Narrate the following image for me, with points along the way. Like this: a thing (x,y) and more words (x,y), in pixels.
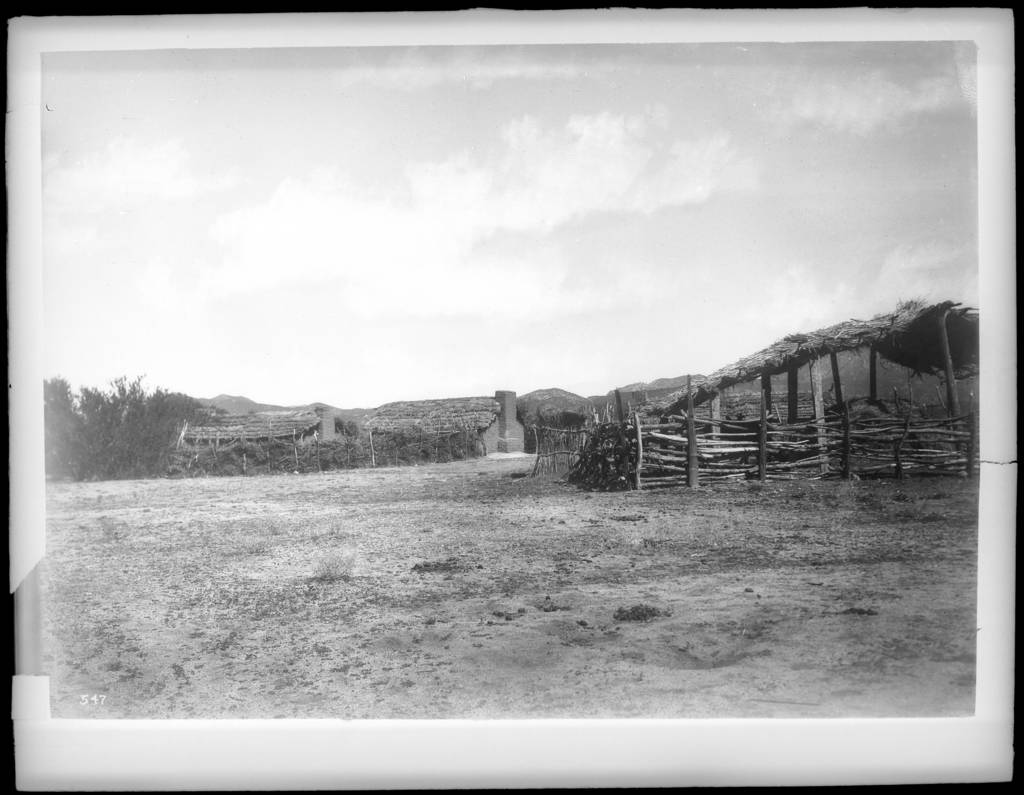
As we can see in the image there is fence (565,451), huts (490,416), trees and sky (578,175).
